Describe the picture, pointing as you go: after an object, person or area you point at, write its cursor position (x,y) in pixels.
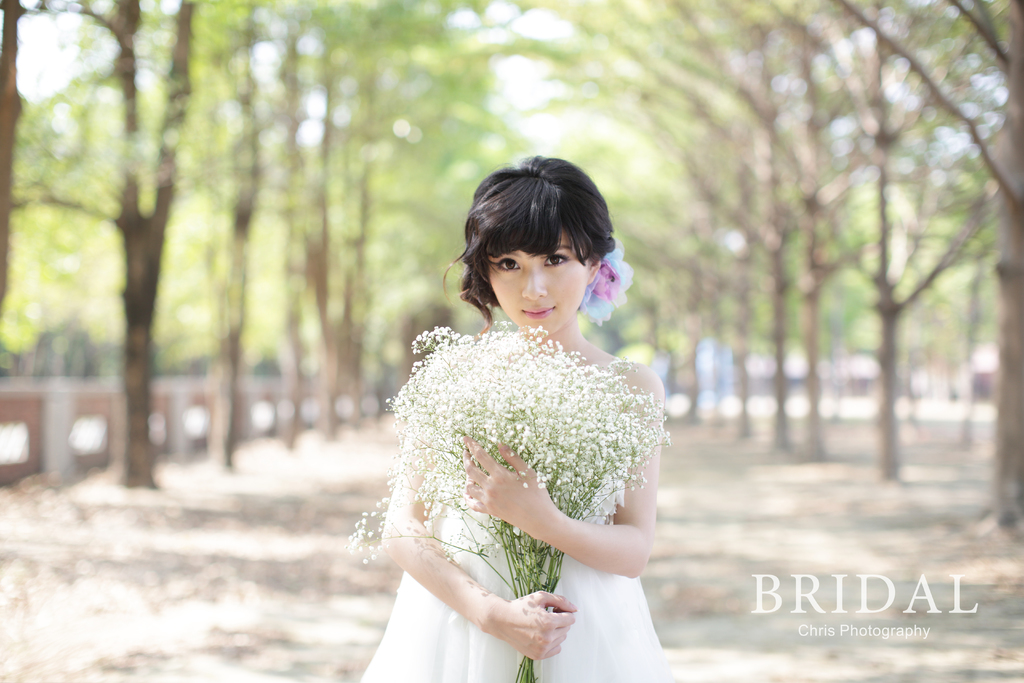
A beautiful woman (521,614) is standing by holding the flowers (621,441), she wore white color dress (465,625). There are trees (233,433) on either side of this image, on the right side (817,588), there is a water mark (804,594).
